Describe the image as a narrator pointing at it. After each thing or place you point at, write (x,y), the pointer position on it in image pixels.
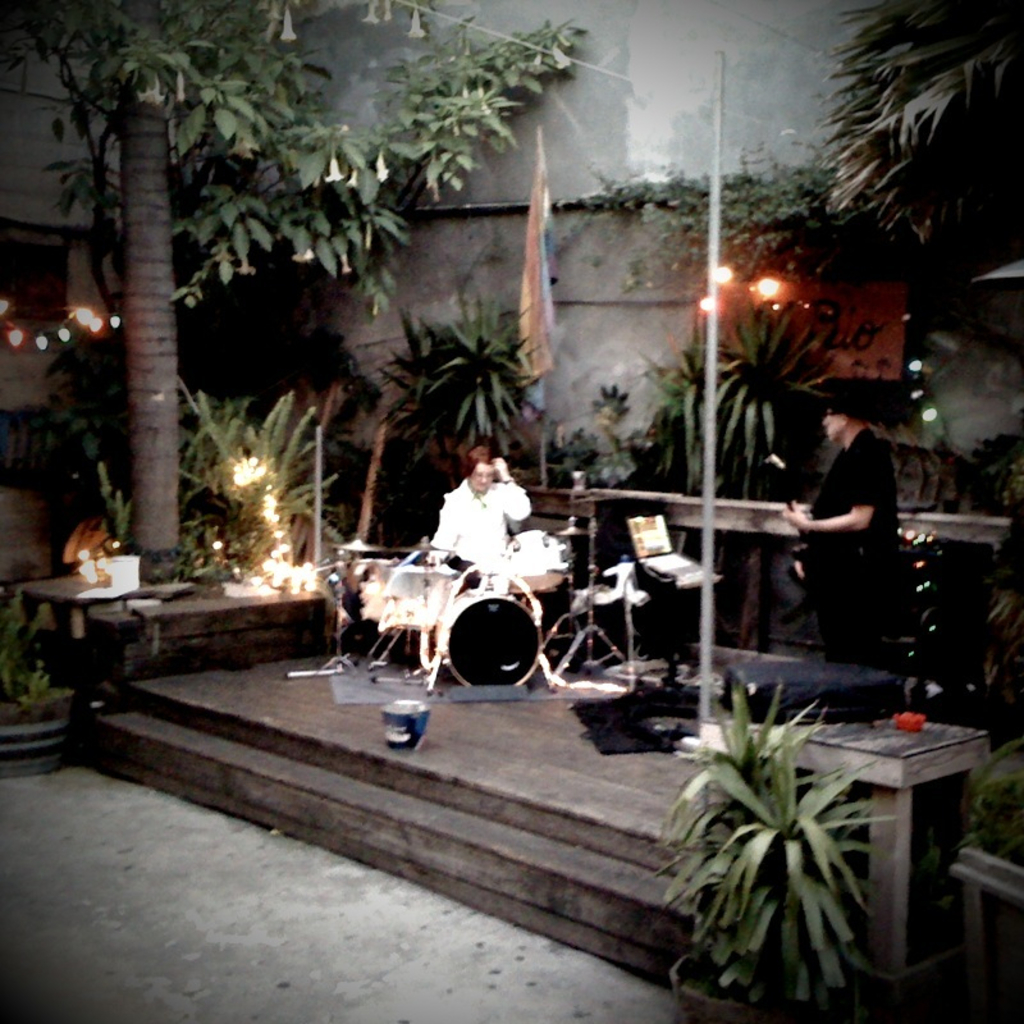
This image is taken outdoors. At the bottom of the image (190,926) there is a floor (138,879). In the background (919,249) there is a wall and there are a few plants (751,420) and trees (148,451). There are a few rope lights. There is a flag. In the middle of the image (468,525) a person (481,503) is sitting on the chair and there are a few musical instruments (547,636) on the dais (433,737). On the right side of the image (839,461) a person (820,631) is standing on the dais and holding a guitar (806,610) in the hands (803,524). There is a pole (704,535).
